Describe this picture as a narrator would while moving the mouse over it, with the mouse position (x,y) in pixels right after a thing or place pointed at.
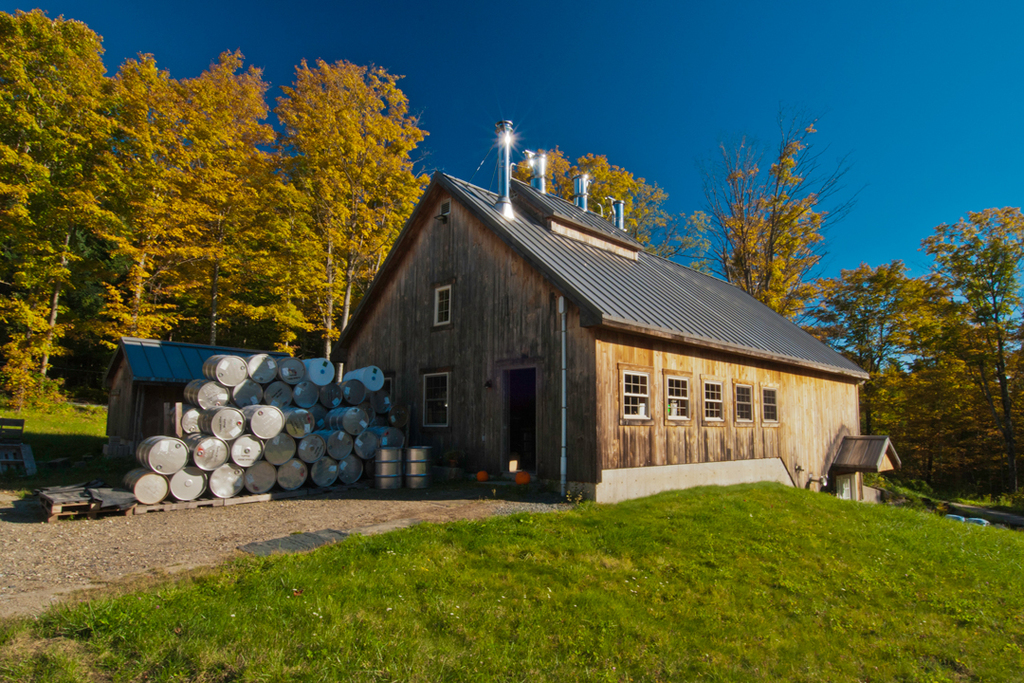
In the picture I can see houses (461,411), drums (334,457), the grass (411,571), trees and some other objects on the ground (581,571). In the background (622,120) I can see the sky (572,90).
